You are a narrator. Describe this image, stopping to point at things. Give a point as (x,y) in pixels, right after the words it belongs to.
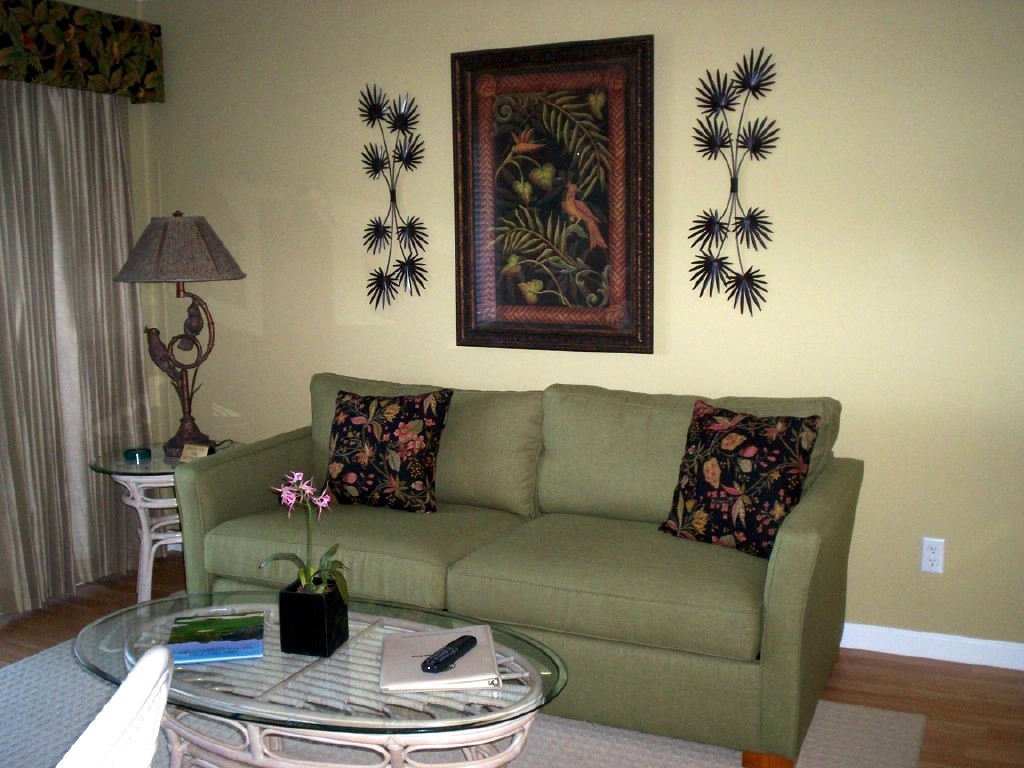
As we can see in the image, there is yellow color wall (940,278), photo frame (579,221), lamp (163,268) and a sofa (759,630). On sofa (375,520) there are pillows (428,473).
